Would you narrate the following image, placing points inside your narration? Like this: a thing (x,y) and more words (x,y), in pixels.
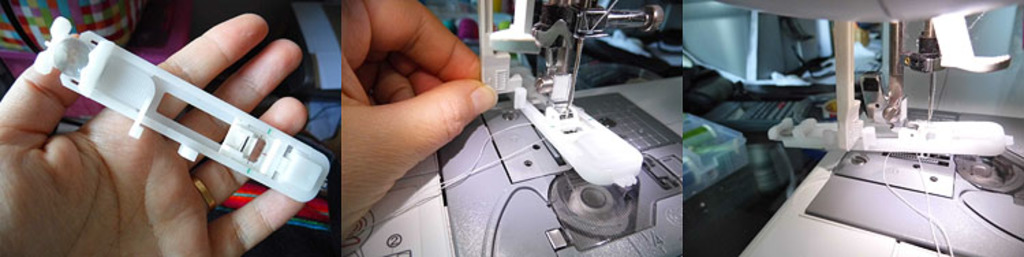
In this picture we can see there is a person's hand (97,187) and it looks like a sewing machine (559,41). Behind the machine (554,23), there is the blurred background. On the left side of the image (298,140), there is an object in the person's hand (68,159). Behind the hand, there are some objects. On the right side of the image (698,164), there is a thread (886,169), plastic box (725,160) and some other objects (733,59).
